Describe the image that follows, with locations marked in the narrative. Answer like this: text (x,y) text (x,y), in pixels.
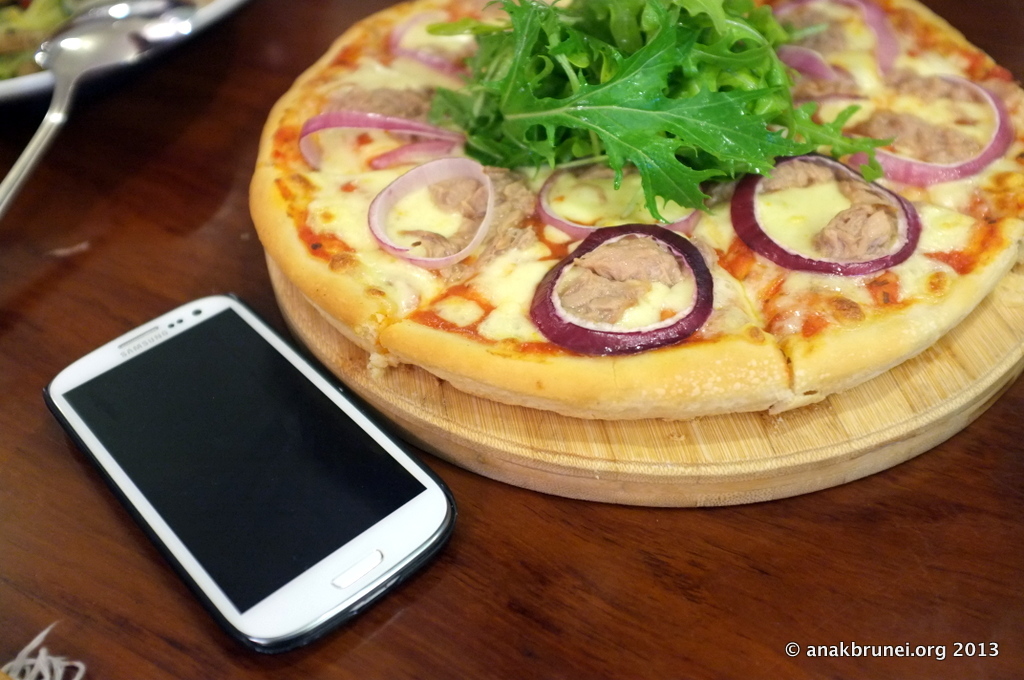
We can see pizza (736,204) with wooden plate (595,461), mobile (355,477), spoon (83,22) and plate (17,82) with food (37,14) on wooden surface (408,602).
